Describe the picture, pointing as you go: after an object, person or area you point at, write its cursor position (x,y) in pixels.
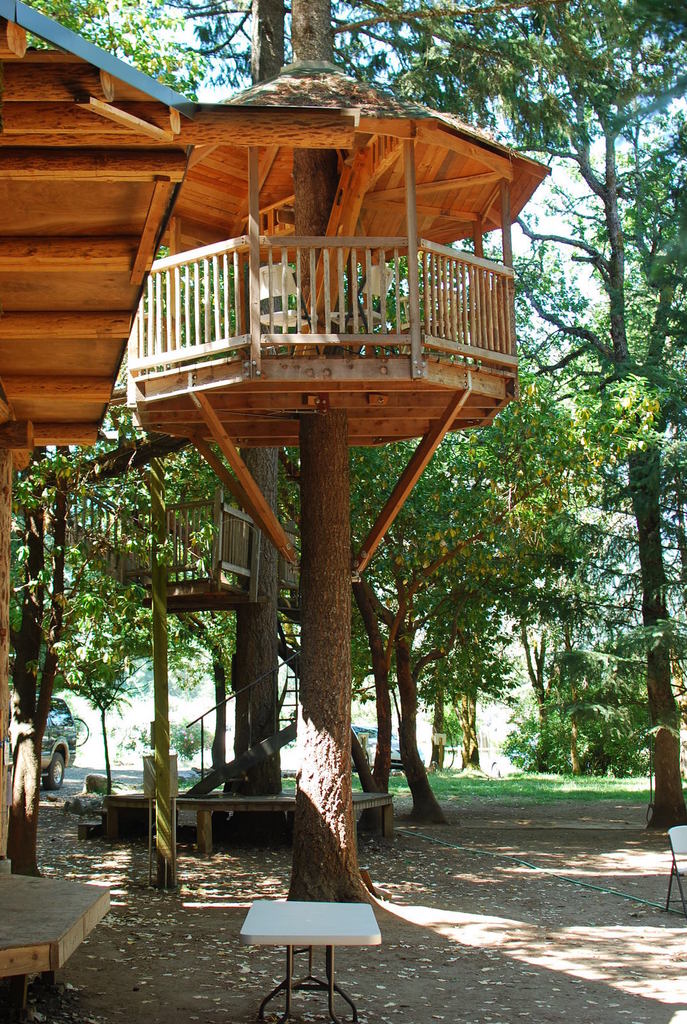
In this picture there is a small hut (300,337) in the middle of the image (313,355), on which there are chairs (265,271) and there is a table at the bottom side of the image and there are cars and trees (516,560) in the background area of the image (640,704), there is a roof (43,299) on the left side of the image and there is a chair (685,868) on the right side of the image (685,857).
